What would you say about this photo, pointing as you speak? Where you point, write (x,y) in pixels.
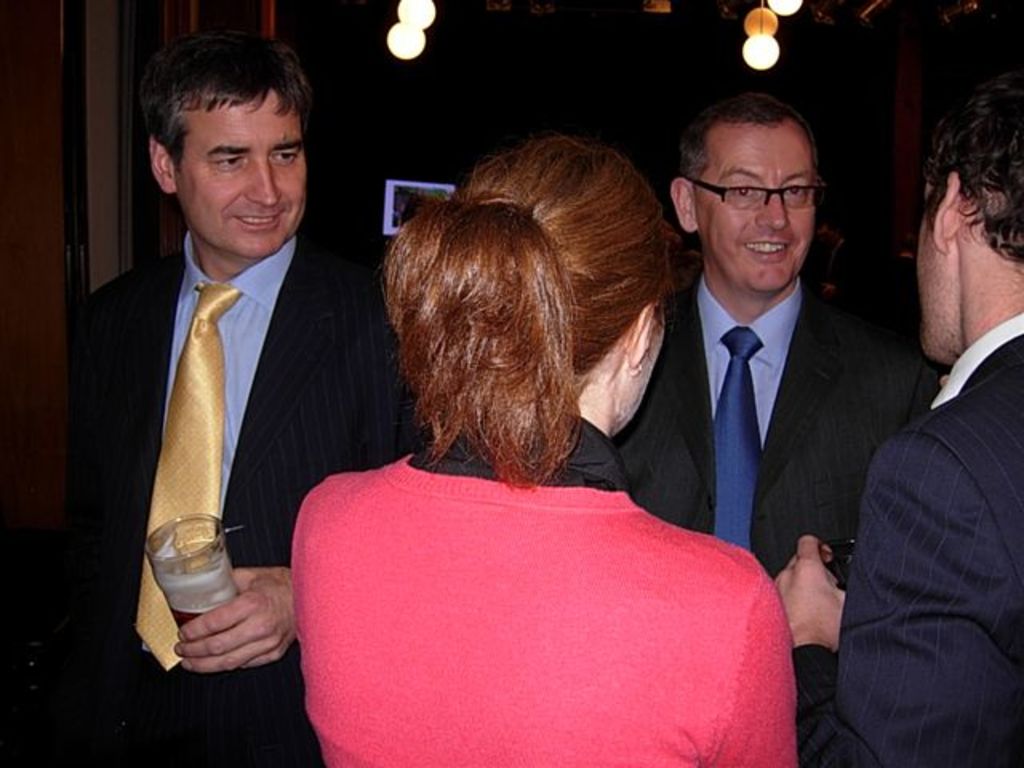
In this image I can see group of people (498,664) standing. In front (524,578) the person (543,623) is wearing black and pink color dress (571,595) and the person (287,613) at left (281,614) is holding the glass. Background I can see few lights (750,14).
